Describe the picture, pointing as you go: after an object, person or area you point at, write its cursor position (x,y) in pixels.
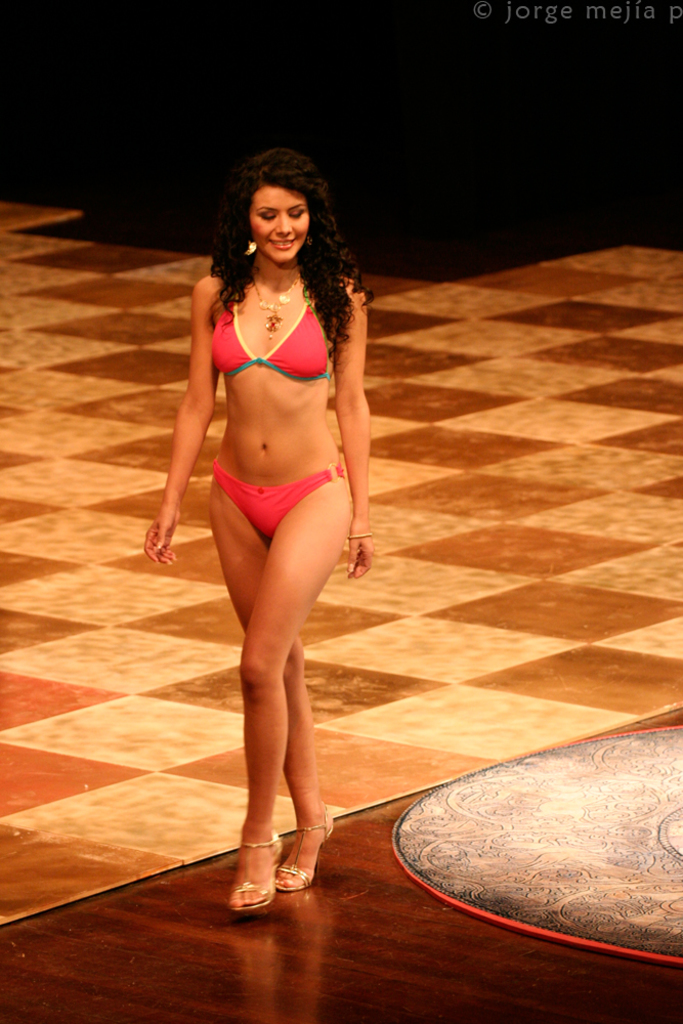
In the foreground (187,465) I can see a woman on the stage (120,899). In the background (56,378) I can see a floor (110,434) and a text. This image is taken in a hall (390,342).
